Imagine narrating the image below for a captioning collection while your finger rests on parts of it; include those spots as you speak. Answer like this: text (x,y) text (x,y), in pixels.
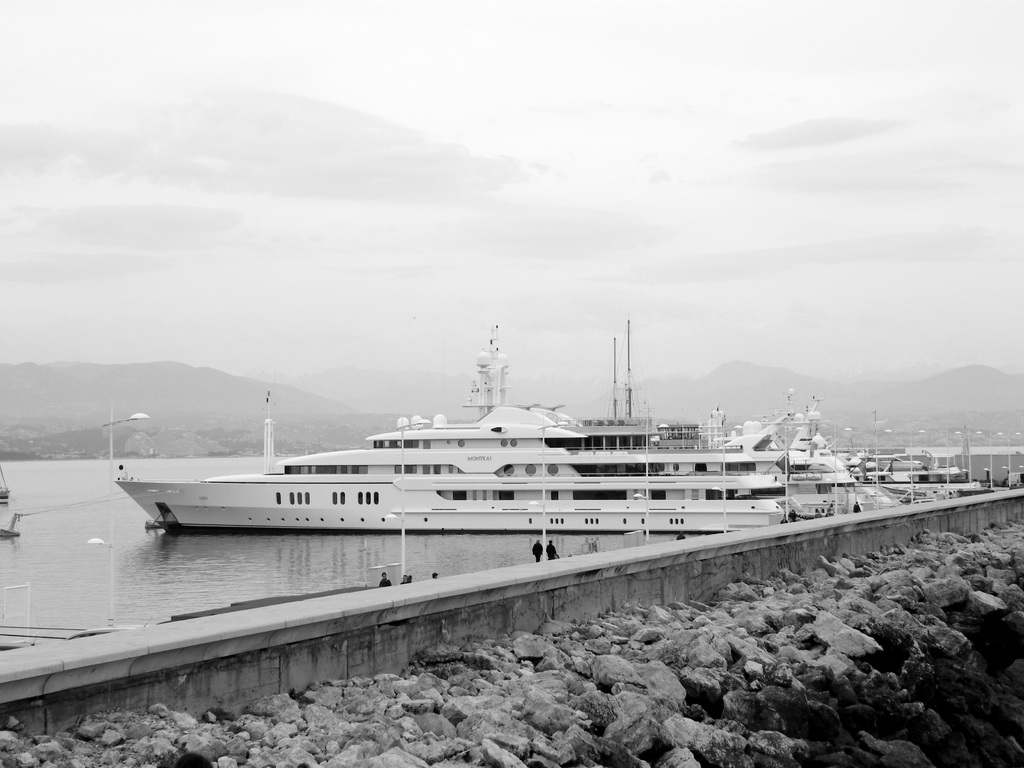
In this image at the bottom (970,549) there are some rocks (867,681), and in the center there is wall (403,590) and some people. In the background (81,526) there is a river (128,566), and in the river (188,540) there are some ships (495,497). In the ships (475,483) there are some poles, towers (488,403), and some objects (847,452). And in the background (743,397) there are some mountains (302,418), at the top (525,72) there is sky (521,209) and also we could see some poles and lights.
